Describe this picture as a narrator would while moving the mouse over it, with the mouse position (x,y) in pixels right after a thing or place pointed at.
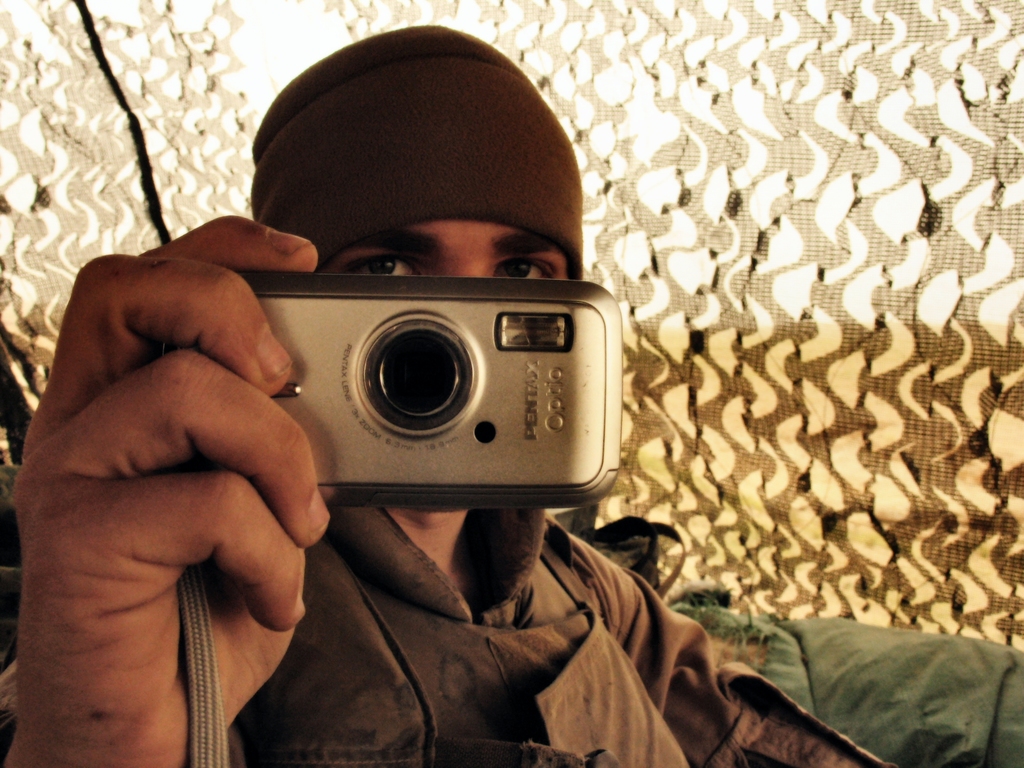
In this image I can see person (235,301) is holding camera (482,395). He is wearing brown color coat (603,695). We can see green color cloth (889,683) and background (835,293) is in white and brown color.
